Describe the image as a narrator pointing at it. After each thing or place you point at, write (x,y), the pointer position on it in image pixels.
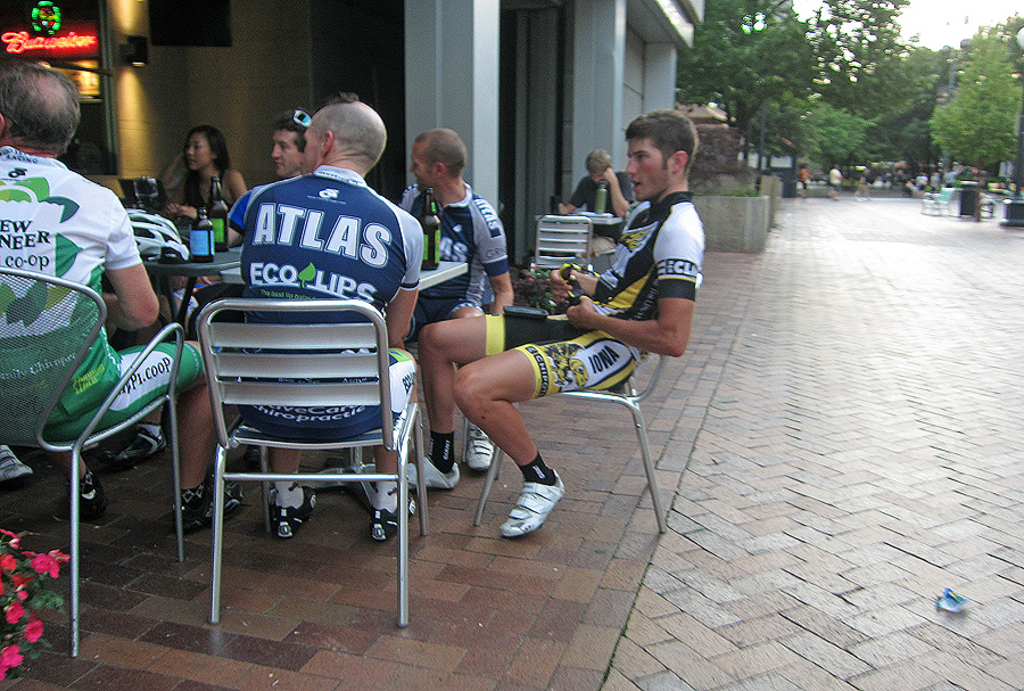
This is a picture taken in the outdoor, the people (293,318) are sitting on the chairs (28,407). This is a table (440,267) on the table (218,263) there is a bottle (428,254). This is a path (866,367) and the background of this is a trees (787,94).
